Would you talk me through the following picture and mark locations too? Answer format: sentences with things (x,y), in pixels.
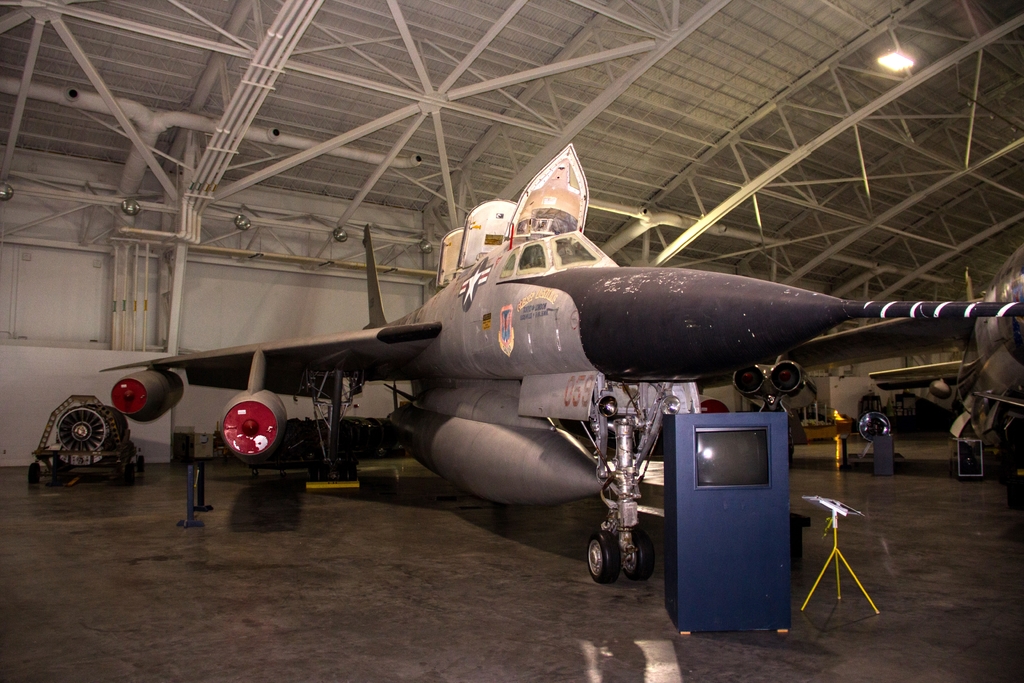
In this picture we can see airplanes (482,442) on the ground (407,543), stand (828,527), boxes (713,491), rods (777,244) and in the background (156,331) we can see the wall (229,323).
